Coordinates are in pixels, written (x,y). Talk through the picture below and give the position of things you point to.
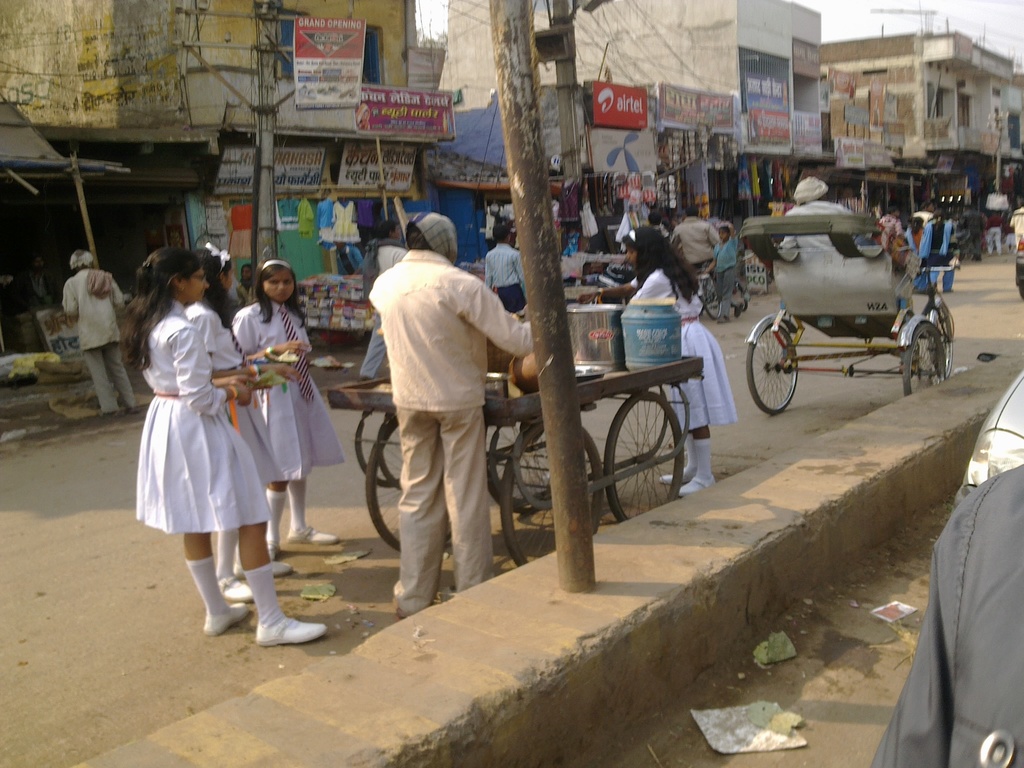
In this image there is the sky (933,18) truncated towards the top of the image (974,14), there are buildings (596,63) truncated towards the top of the image (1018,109), there is a building (966,101) truncated towards the right of the image (1008,89), there are objects (988,456) truncated towards the right of the image (994,560), there is an object (63,156) truncated towards the left of the image (28,151), there are groups of persons (683,312), there is road (119,539) truncated towards the left of the image (65,531), there are persons (245,379) holding an object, there are boards (620,112), there is text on the boards (442,131), there are poles (515,86) truncated towards the top of the image (510,25), there are vehicles (647,412) on the road (82,488), there are objects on the ground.
